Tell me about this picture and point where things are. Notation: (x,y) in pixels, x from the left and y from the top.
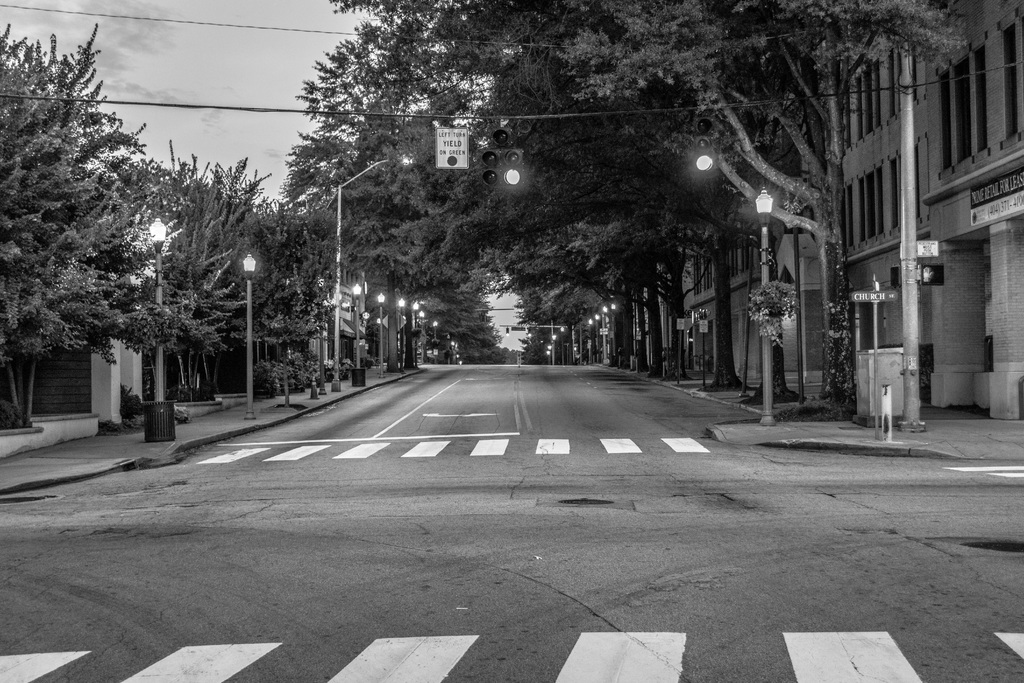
In the picture we can see a road (877,615) on it, we can see some zebra crossing lines (196,674) and on the either side of the road (758,571) we can see the poles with lights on the path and trees (164,206) and on the right hand side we can also see buildings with windows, and in the background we can see a sky (160,153) with clouds (179,109).
